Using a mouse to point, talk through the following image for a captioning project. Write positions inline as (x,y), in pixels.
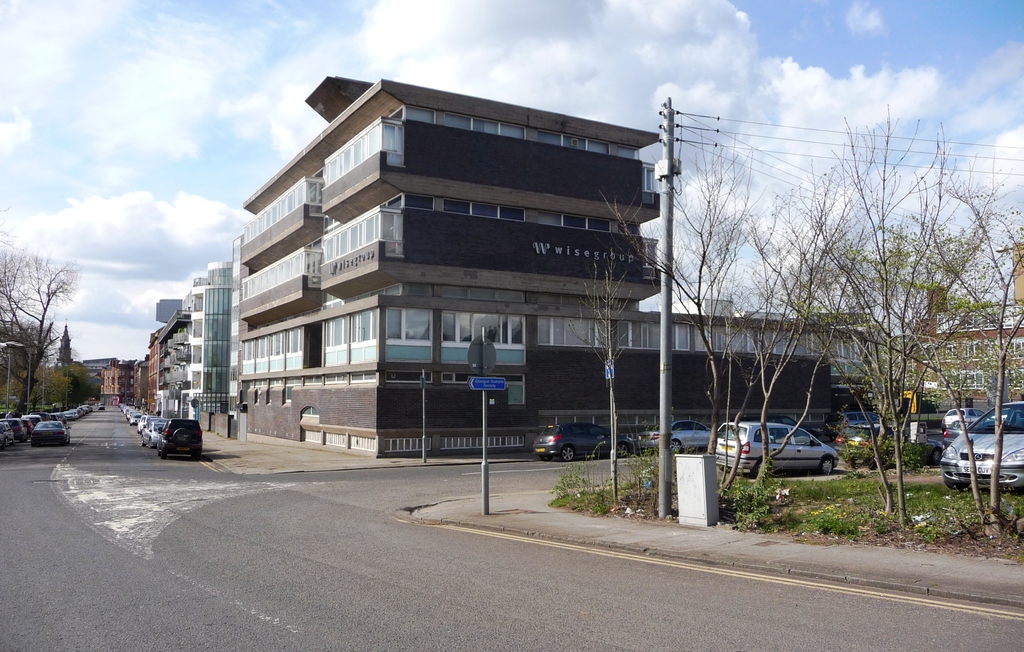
In this image there is a road (632,637) at the bottom (680,645), in the middle (515,272) there are buildings (523,287), on the road (557,471) there are some vehicles (572,460), poles (486,440), in front of building (700,361) there are some vehicles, trees (1000,384) visible on the right side (696,184), at the top (584,113) there is the sky (775,90), there is a power line pole (672,119), cables (692,129) visible beside the road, on the left side (49,359) there are some trees (44,344) visible.
